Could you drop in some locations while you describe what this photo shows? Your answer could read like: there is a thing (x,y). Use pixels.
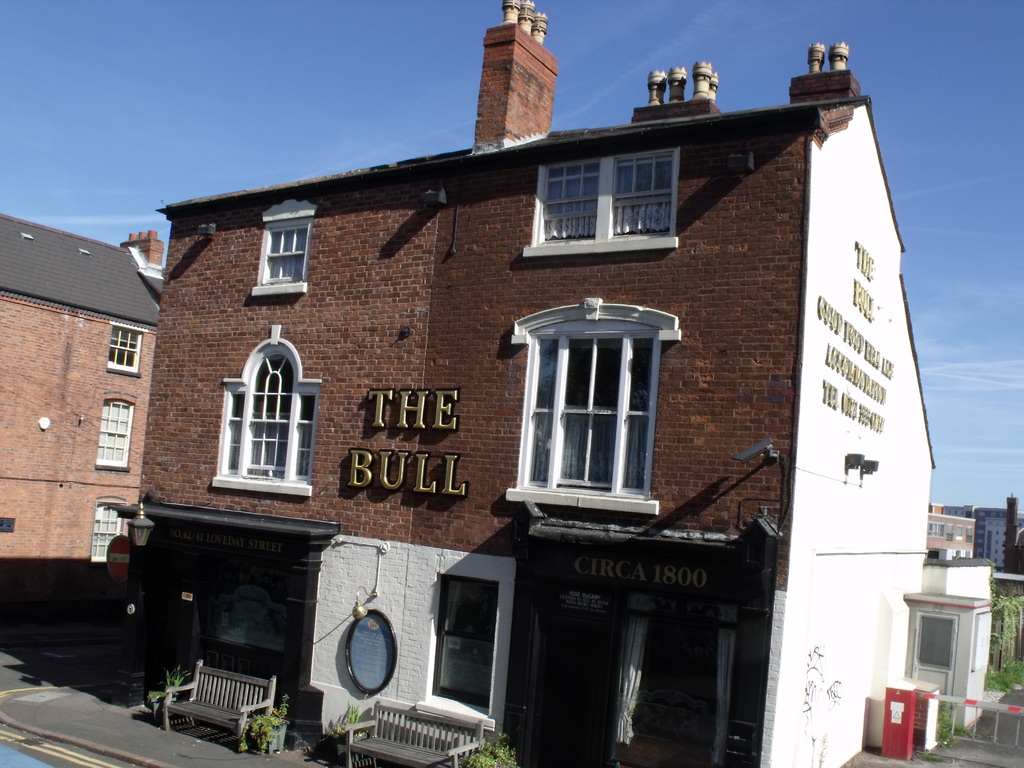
In this image, we can see buildings (850,487), plants (1009,663), benches (266,699), a light (139,539), curtains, box (912,714), gate (986,705) and we can see creepers (1004,627) and there is a plaque (369,661) on the wall (403,679) and there is a board (121,569). At the bottom (60,743), there is a road (53,756) and at the top (915,79), there is sky (915,79).
